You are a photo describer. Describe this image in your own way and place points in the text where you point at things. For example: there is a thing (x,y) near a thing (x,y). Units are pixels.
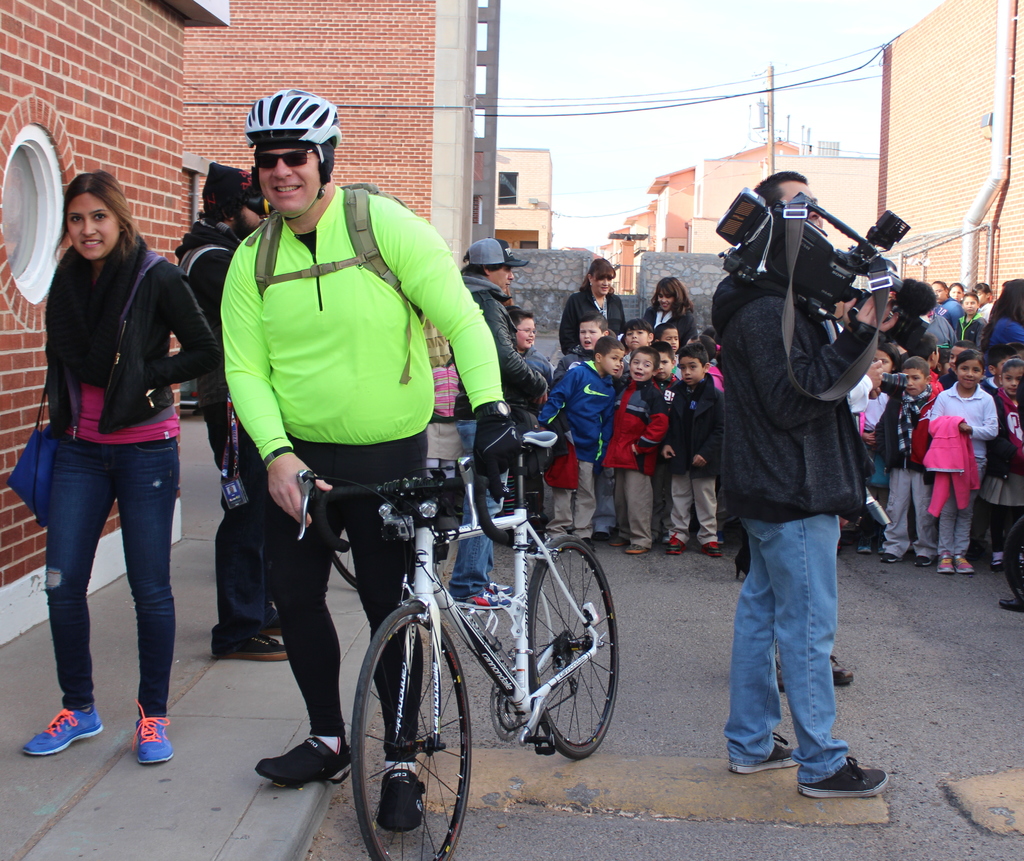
In this image there are group of person (630,404) standing. In the center (381,429) there is a man (395,439) holding a bicycle (457,534) and smiling and there is a woman (95,415) standing and smiling. On the right side (751,394) there is a man (796,423) standing and holding a camera (776,265) in his hand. In the background (495,327) there are persons (689,320) standing and there are buildings (928,111), wires (589,105) and there is a pole (770,113). On the right side (999,162) there is a pipe (980,205).
